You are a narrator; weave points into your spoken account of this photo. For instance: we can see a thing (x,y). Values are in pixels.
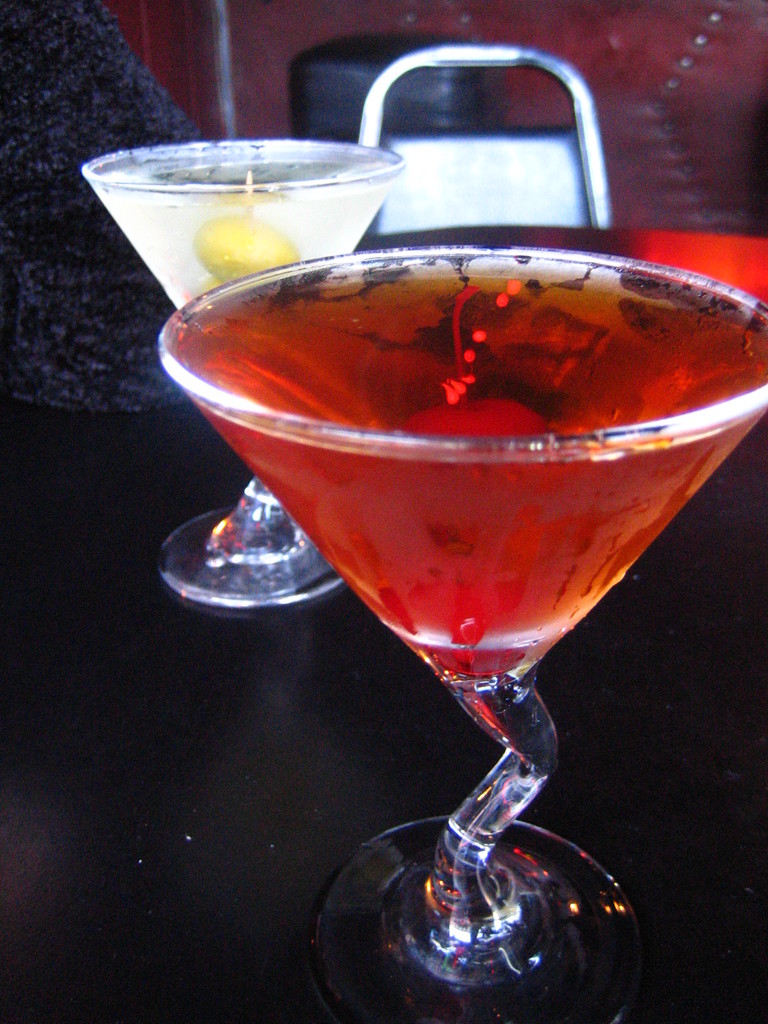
In the center of the image (494,534) we can see cocktails (314,499) placed on the table (266,694). In the background (457,180) there is a chair (468,143).
